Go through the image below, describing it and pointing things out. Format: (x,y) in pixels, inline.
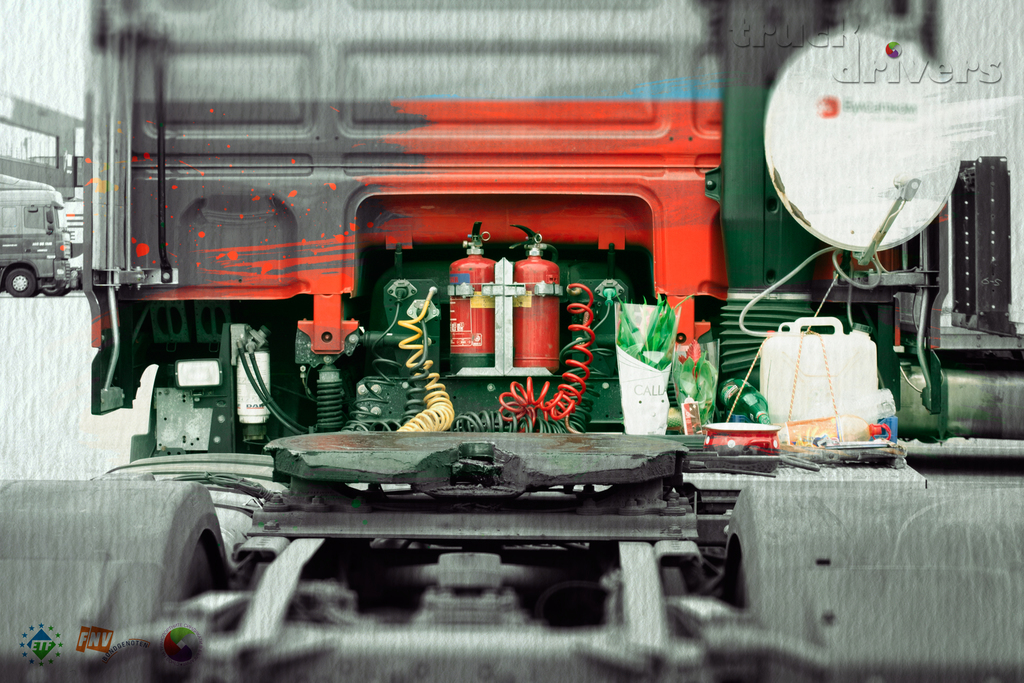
In this image we can see some vehicles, also we can see the rear part (328,456) of a vehicle (325,444), there are wires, cylinders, there is a can (787,379), a signal receiver (845,92), also we can see the text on the image.
